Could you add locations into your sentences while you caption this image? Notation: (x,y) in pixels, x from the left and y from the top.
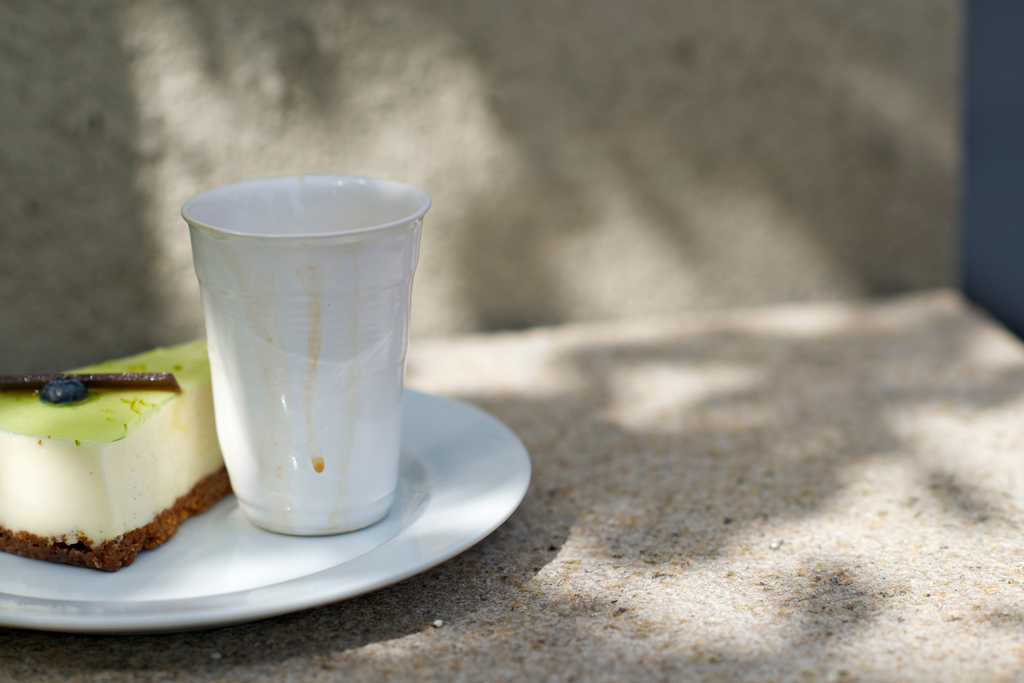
In the image we can see there is a piece of cake (110,422) and a glass (320,470) kept on the plate (226,540). The plate (379,543) is kept on the concrete wall (737,569).
